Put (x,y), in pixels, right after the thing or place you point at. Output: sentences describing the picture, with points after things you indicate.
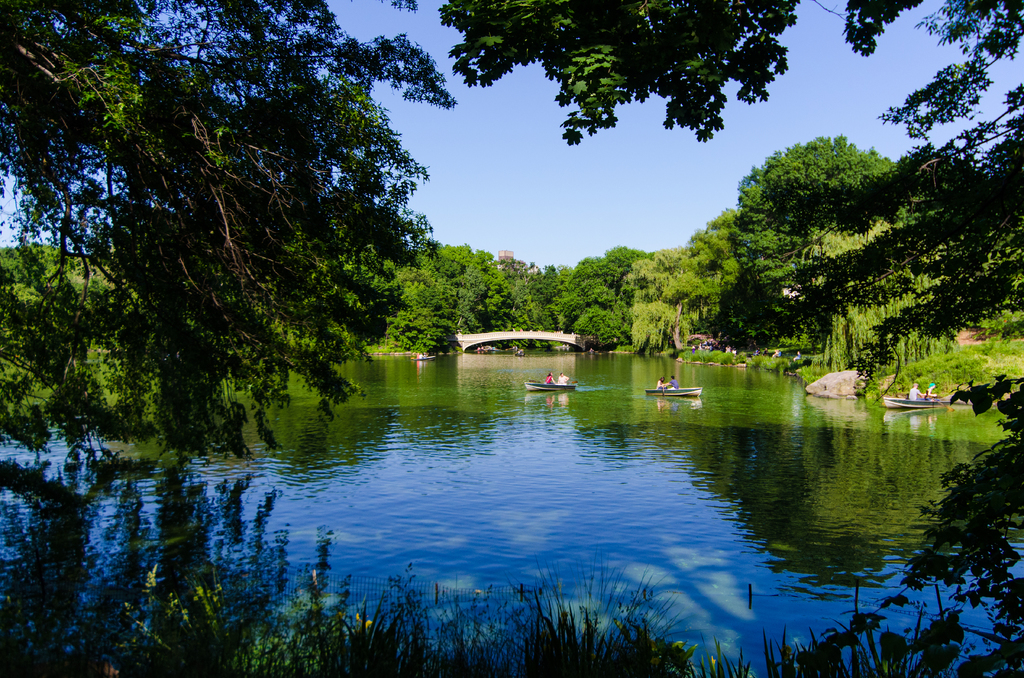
In this image I can see few people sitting on the boats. These boats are in water (564,513). I can see these people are wearing the different color dresses (658,388). There are many trees (984,613) around water (561,454). In the background (520,255) there is a sky (645,152).
